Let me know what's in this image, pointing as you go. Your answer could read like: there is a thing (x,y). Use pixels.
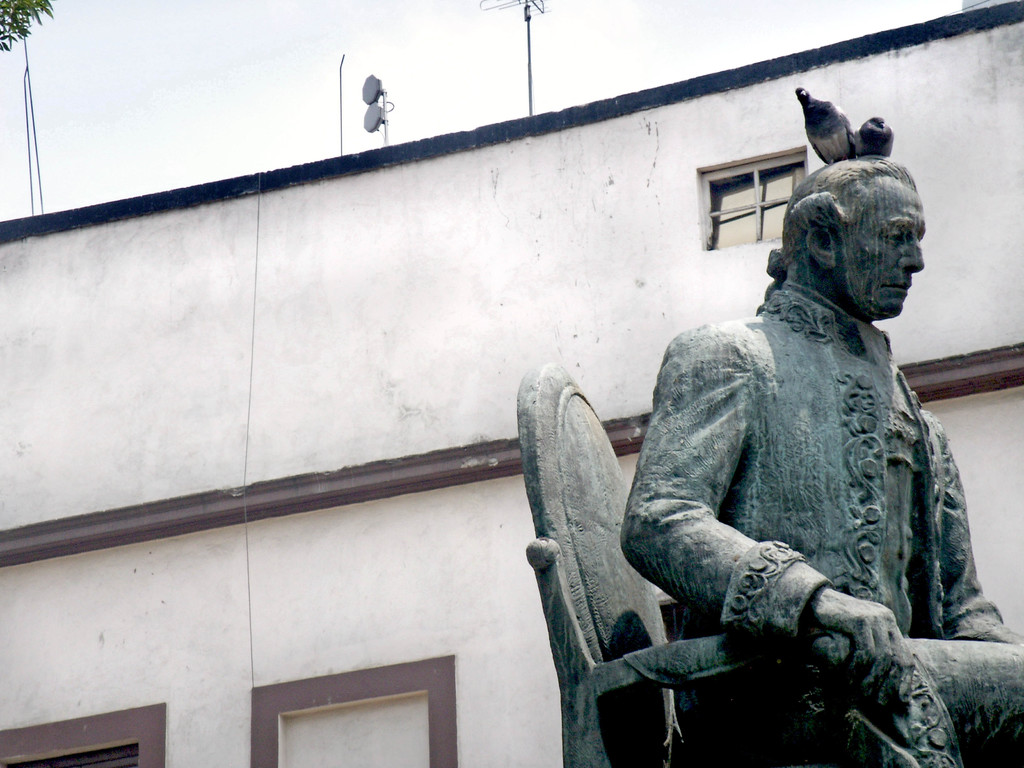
In this image, I can see two birds (831,153) on the statue of a person (720,490). In the background (347,606), there is a building (474,542) with the windows (729,205) and the sky (259,80). At the top left corner of the image (3,25), there are leaves (19,31).
